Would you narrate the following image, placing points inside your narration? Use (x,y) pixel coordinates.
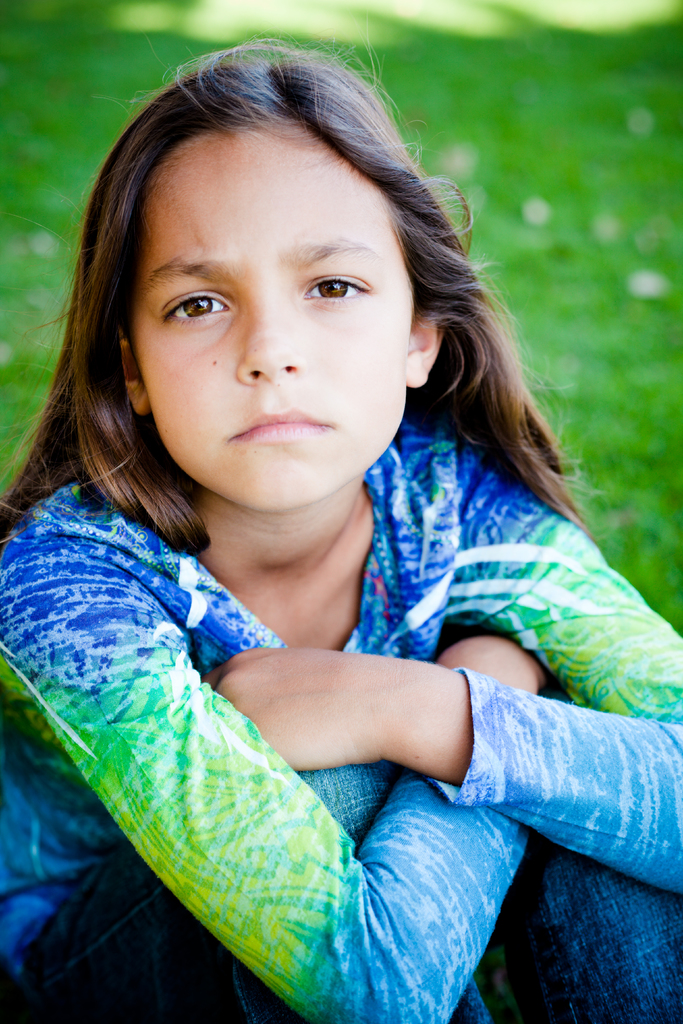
In this image there is a girls (234,517) sitting on a grassland (560,282).
